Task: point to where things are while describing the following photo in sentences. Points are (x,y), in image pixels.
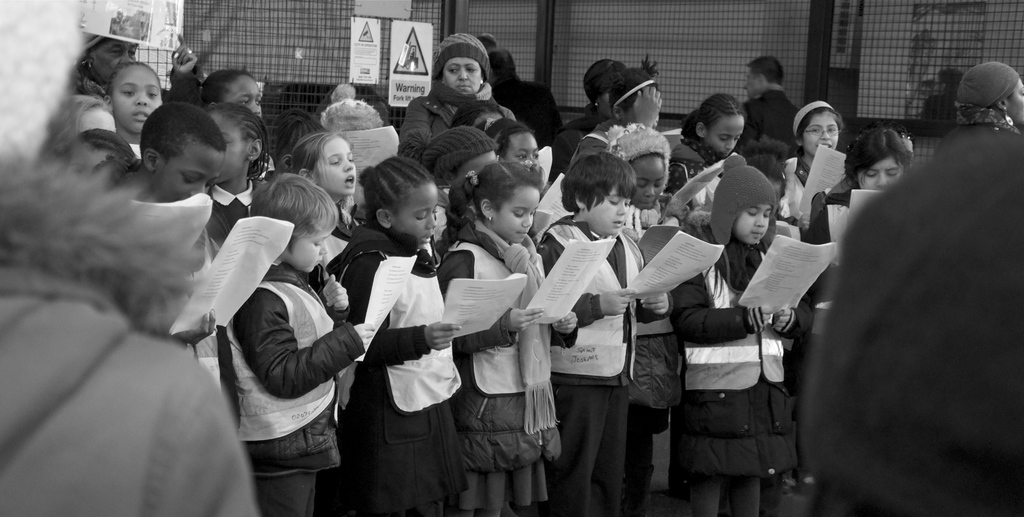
In the image few people (499,358) are standing and holding some papers (787,254). Behind them there is fencing (261,41), on the fencing (223,37) there are some banners (364,35) and sign boards (422,36). Behind the fencing (696,103) there is wall (276,41).
